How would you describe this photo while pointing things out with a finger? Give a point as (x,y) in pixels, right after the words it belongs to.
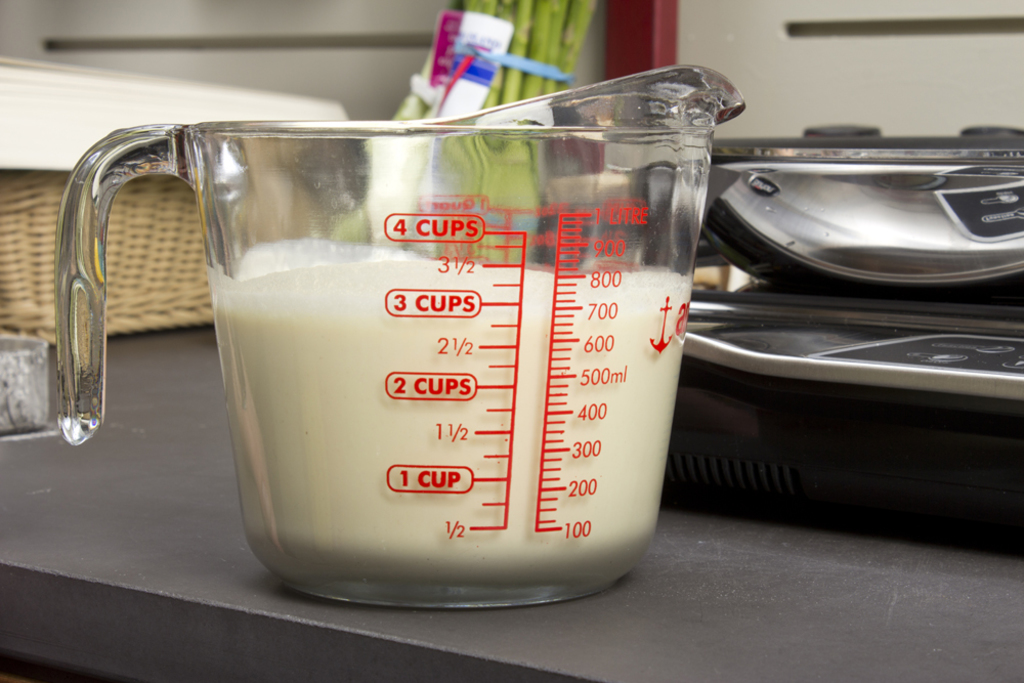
The picture consists of a table (876,566), on the table (116,483) there are mug (504,225), stove (806,220), basket (4,270), food items (538,40), some other objects (25,404).
